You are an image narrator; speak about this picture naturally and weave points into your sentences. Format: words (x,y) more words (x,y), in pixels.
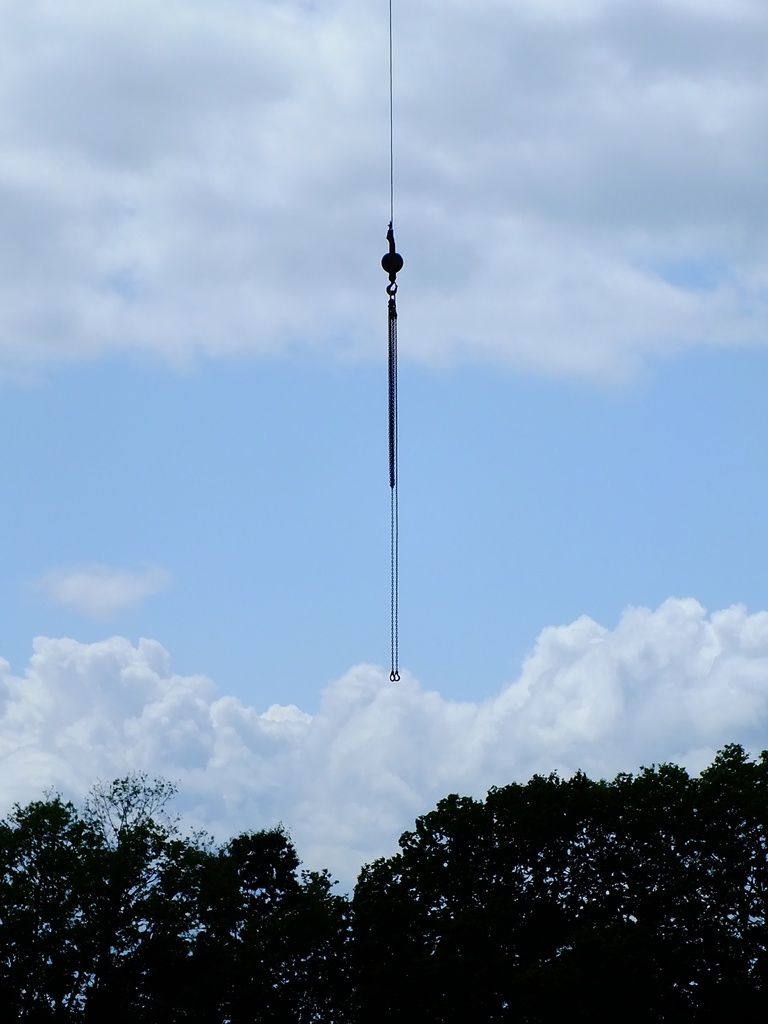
In the middle of the picture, we see a hook (385,256) to which something is attached. At the bottom of the picture (453,995), we see trees (405,948). In the background (304,652), we see the clouds (546,718) and the sky (399,530), which is blue in color.
